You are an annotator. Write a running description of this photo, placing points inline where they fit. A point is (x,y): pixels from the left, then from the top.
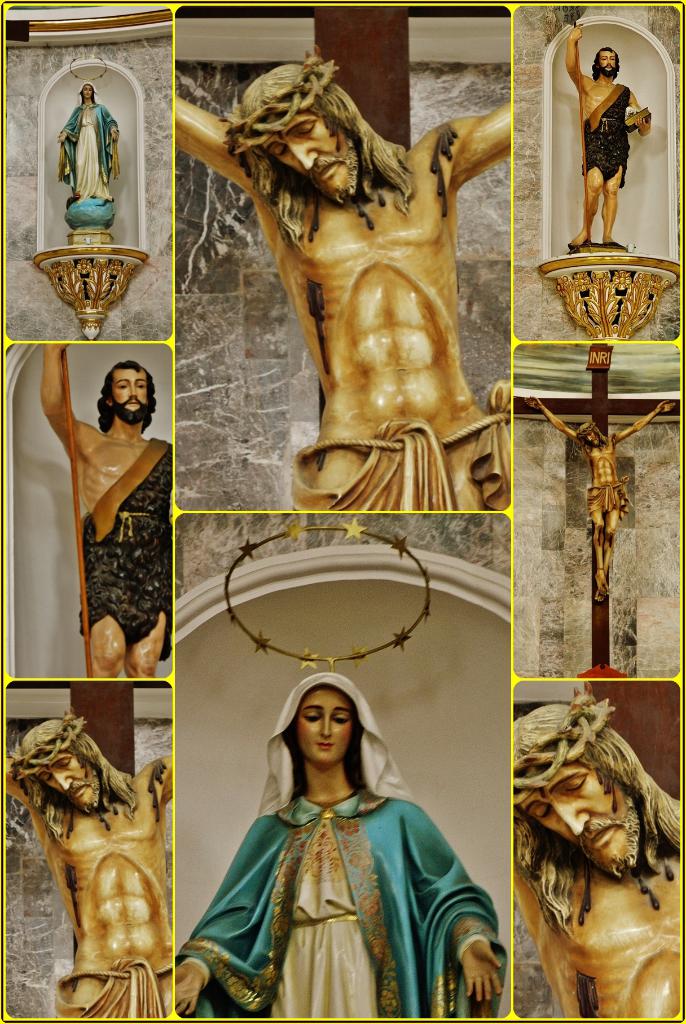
Here we can see collage of pictures, we can see statues (107,846) of Jesus (420,164) in these pictures, we can also see a Christianity symbol (605,420) here, we can see one more persons statue (315,854) here.
